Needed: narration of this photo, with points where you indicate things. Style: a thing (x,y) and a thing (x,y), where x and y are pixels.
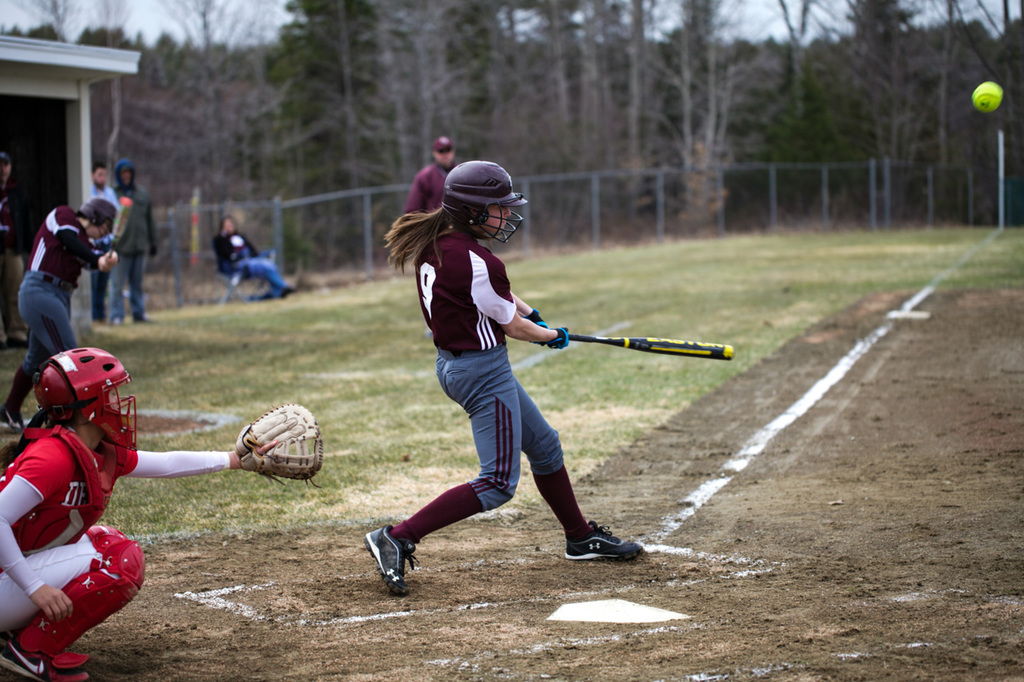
This picture is clicked outside. In the center (463,294) there is a person (531,322) holding a baseball bat (589,341) and seems to be standing on the ground (336,566). On the left (89,450) there is another person (80,481) wearing red color helmet (118,437), glove (279,450) and squatting on the ground (174,616). In the background (146,202) we can see the group of persons (146,202). On the right corner (990,94) there is a ball (998,102) in the air (1006,84) and we can see the sky (216,16), trees (712,82), metal rods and a cabin (45,85).
